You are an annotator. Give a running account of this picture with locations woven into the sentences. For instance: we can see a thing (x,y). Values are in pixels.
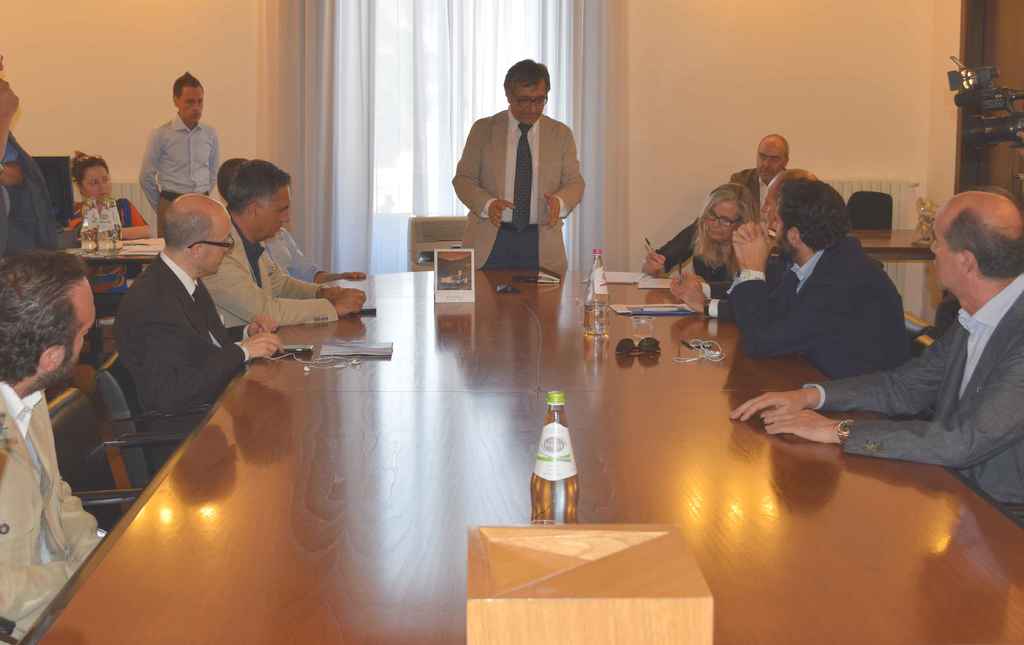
This picture is clicked inside a room (426,430). There are few people (977,381) sitting on chairs (115,379) at the table (329,421). On the table (366,451) there is a box (548,551), bottles (562,436), sunglasses (640,352), papers (360,351), mobile phones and files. there is another table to the top left corner of the image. On the table (153,258) there are papers (129,241) and bottles (85,219). To the right corner of the image (872,247) there is another table (886,243) and on it there is a sculpture (922,215). To the top right corner (982,94) there is a camera (974,104). In the background (766,62) there is wall (693,54) and curtain (365,140).
